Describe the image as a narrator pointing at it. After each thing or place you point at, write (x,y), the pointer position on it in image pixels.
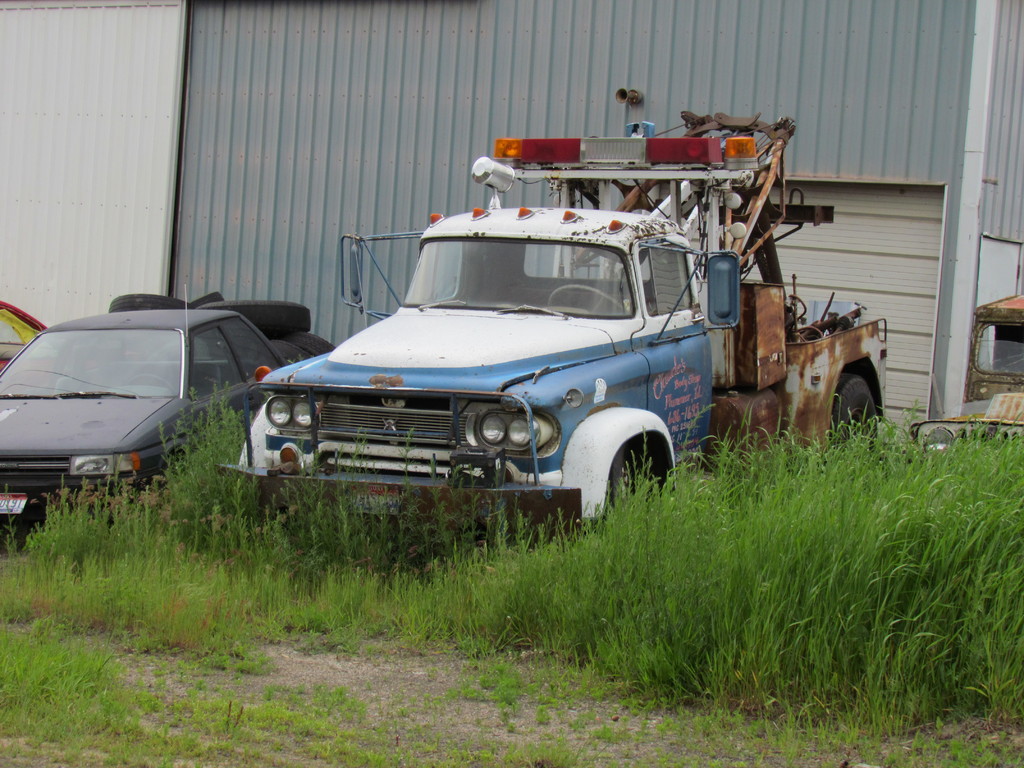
In this picture there is a truck (693,370) which is in white color. On the left (55,353) there is a black color car (87,391). On the right (1022,327) we can see vehicle (1013,336) near to the shed (984,269). At the bottom (318,698) we can see green grass (306,552). Here we can see shelter (852,269).
